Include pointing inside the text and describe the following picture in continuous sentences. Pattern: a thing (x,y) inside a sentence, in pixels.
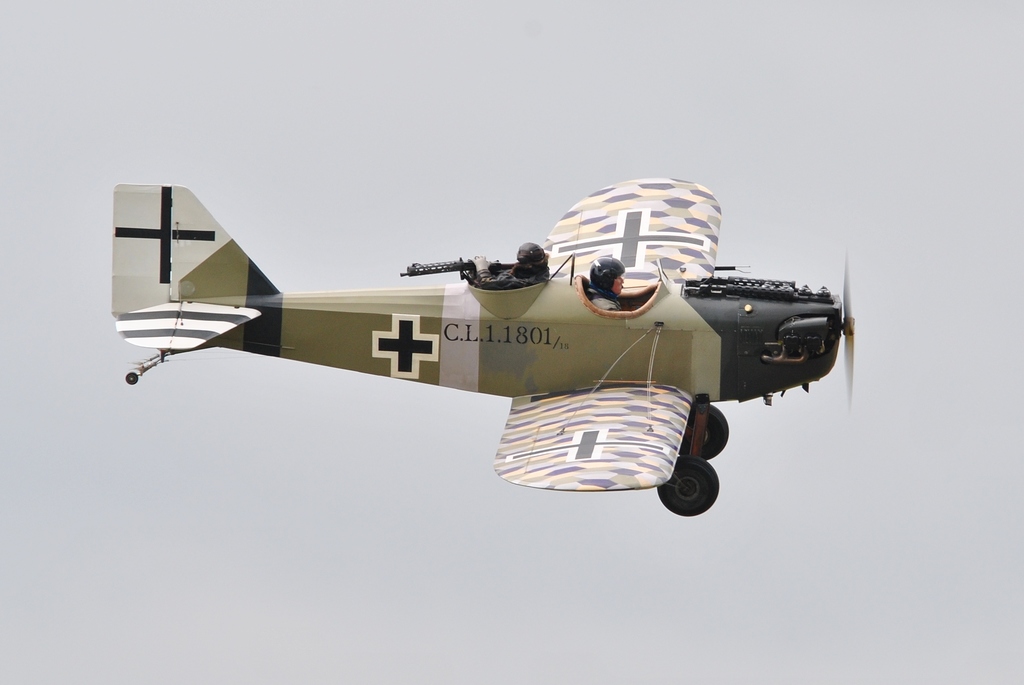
In this image we can see the aircraft (564,348) and also two persons (533,264). In the background (588,117) there is sky (815,554).
